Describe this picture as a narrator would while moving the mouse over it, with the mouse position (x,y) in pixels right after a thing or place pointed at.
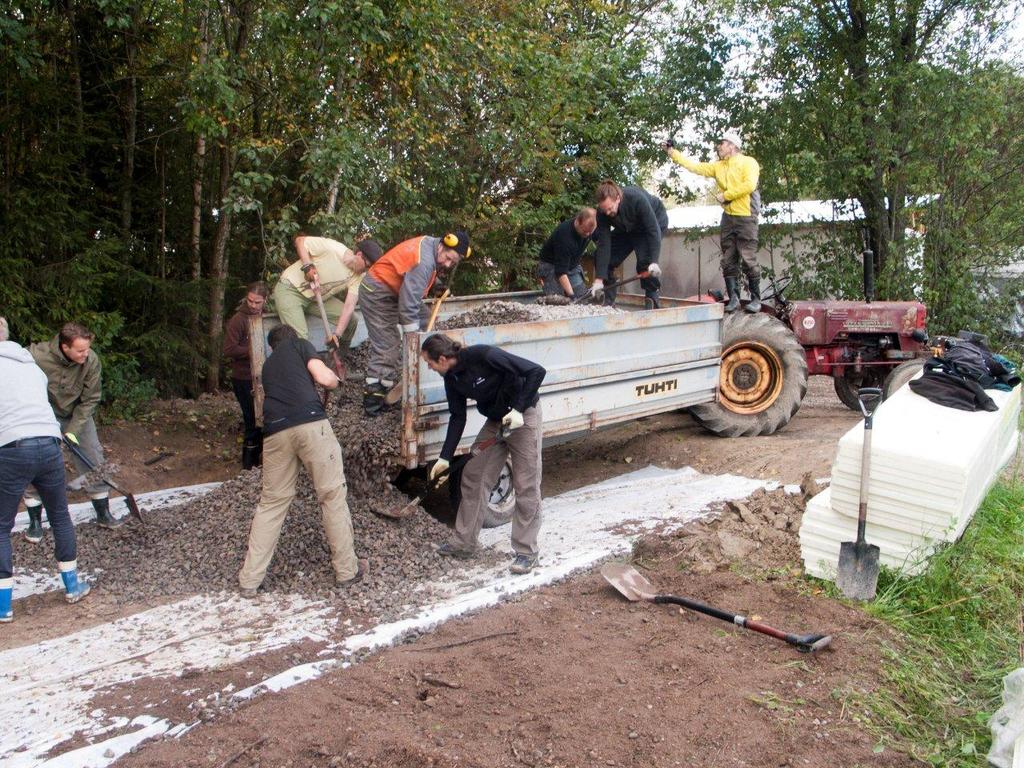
In the center of the image (581,379) there is a vehicle (585,359) and we can see people (338,509) unloading stones (310,510) from the vehicle (598,323). At the bottom (793,644) we can see a shovel (810,635). On the left (20,377) there are two people (57,552) working. In the background (284,192) there are trees (630,72) and building (863,258).
